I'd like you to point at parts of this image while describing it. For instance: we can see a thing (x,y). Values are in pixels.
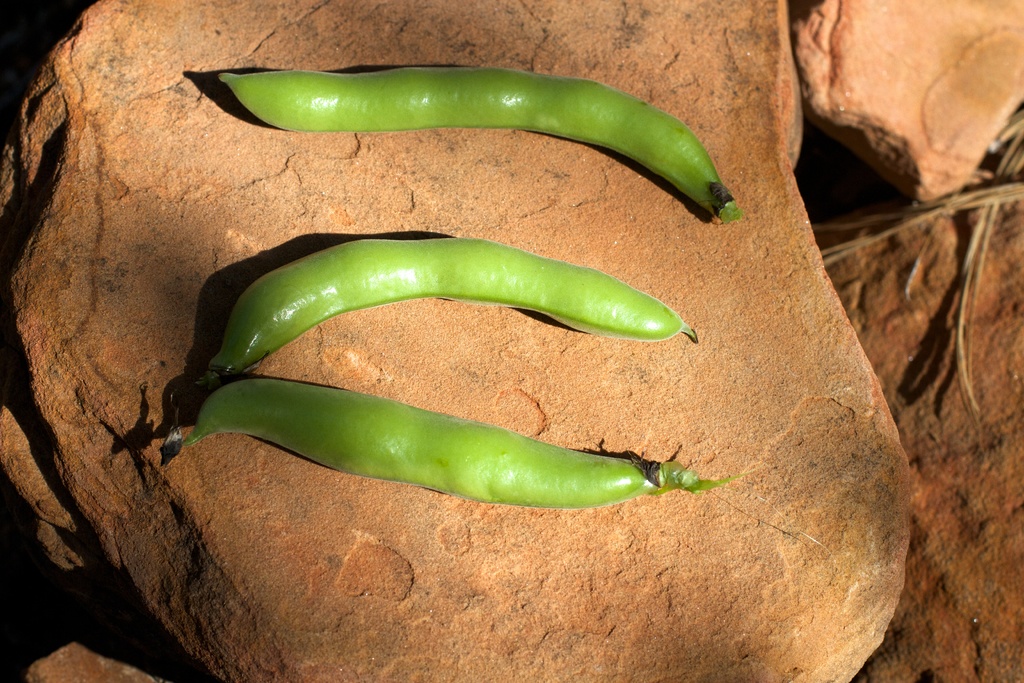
In this image we can see the three green color vegetables (450,256) on the stone (789,500). We can also see the other stones (879,268) in the image.
